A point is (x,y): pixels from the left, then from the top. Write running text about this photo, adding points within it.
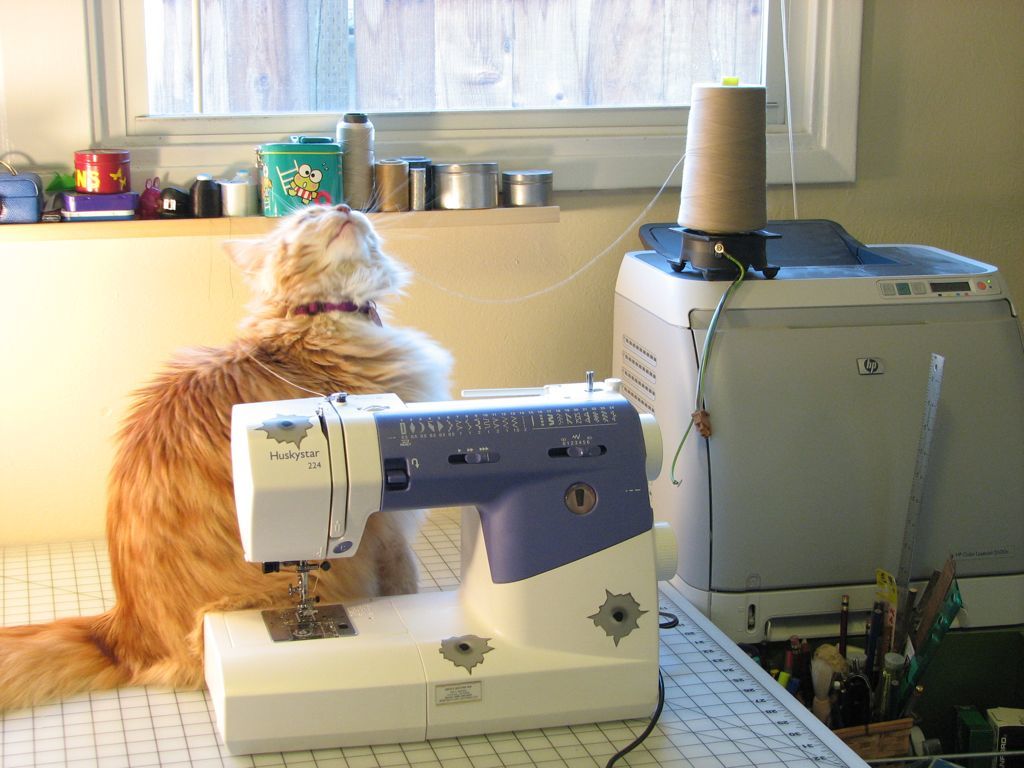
In this image I can see a sewing machine (511,560) and a cat (345,371) on the table (668,658). Also there is a sewing thread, a glass window (419,80), and there are boxes (311,166) and some objects (90,187) on the wall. And in the bottom right corner (854,703) there is a scale (939,382) and some other objects (899,717).
